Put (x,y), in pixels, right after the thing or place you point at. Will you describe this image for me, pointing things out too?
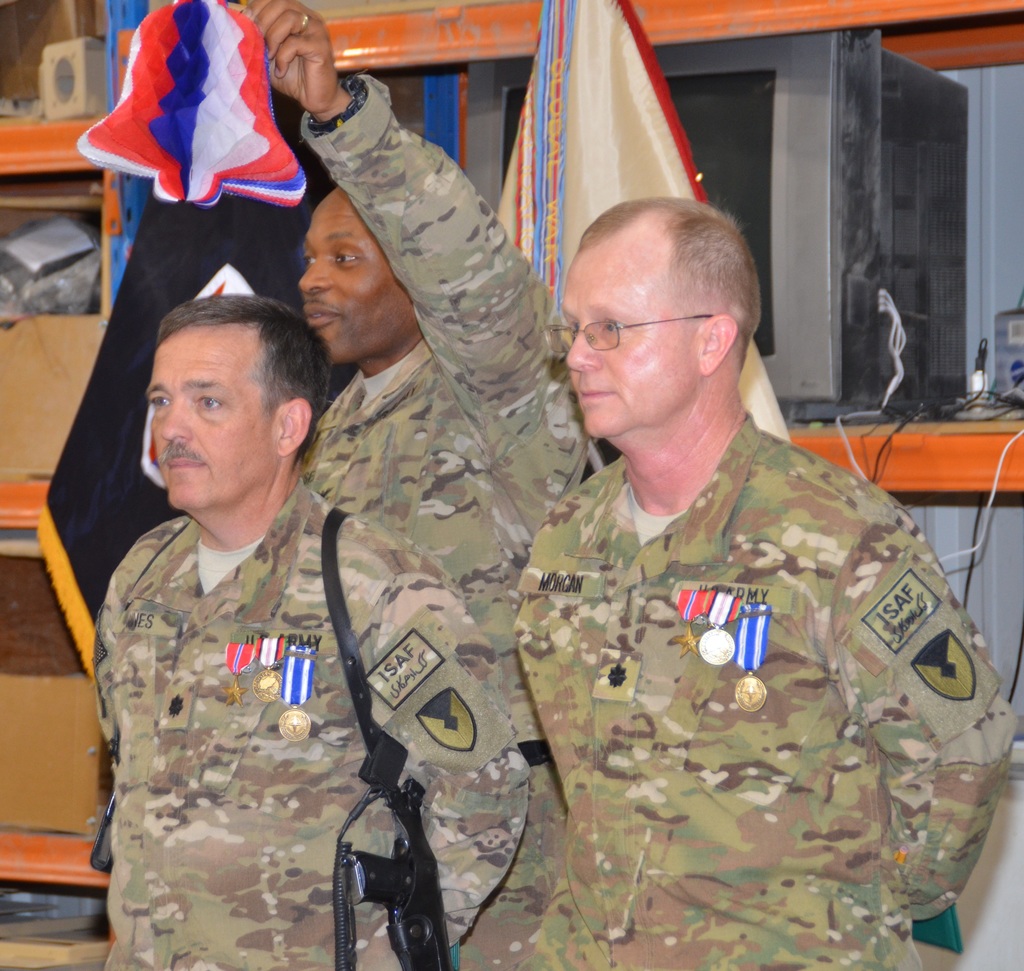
There are persons (443,259) in uniform (816,552), standing. One of them is holding decorative papers (132,141) with one hand (260,14). In the background (568,64), there are flags (556,70) and there are other objects (796,86).
